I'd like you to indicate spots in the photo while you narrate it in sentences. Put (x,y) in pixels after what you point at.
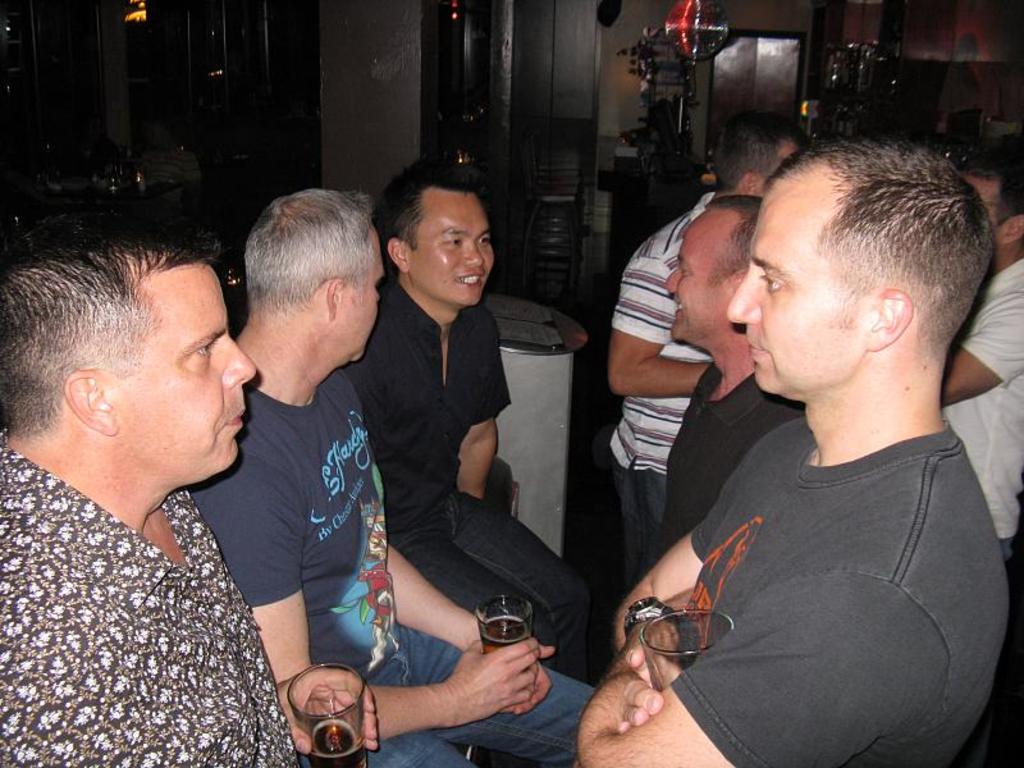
In this image there are three persons (452,430) sitting and holding glasses (490,647), two persons (750,739) standing, and in the background (981,429) there are group of people (643,440) standing, cupboards (587,101).
